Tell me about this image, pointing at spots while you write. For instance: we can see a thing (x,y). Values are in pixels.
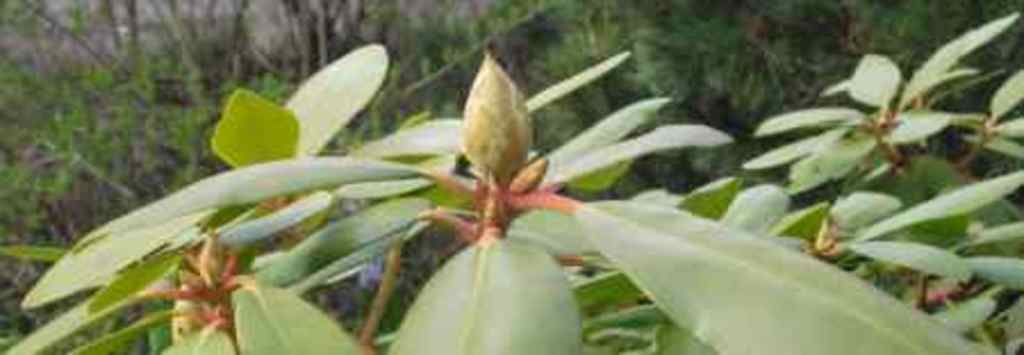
In the foreground of the image (488,201) there are leaves (325,112). In the background of the image (774,47) there are trees (312,36).
